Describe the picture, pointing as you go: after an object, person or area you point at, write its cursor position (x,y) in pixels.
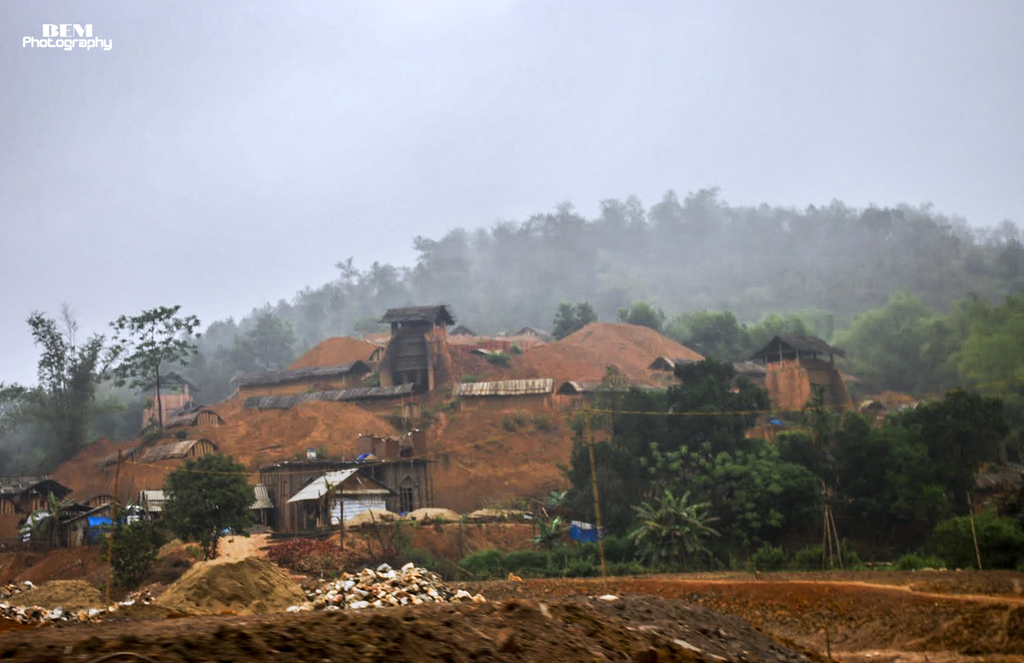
In this picture we can see few trees (574,445), huts (566,387), rocks (314,596) and poles (594,478), on left top of the image (62,39) we can see a watermark (49,38).
